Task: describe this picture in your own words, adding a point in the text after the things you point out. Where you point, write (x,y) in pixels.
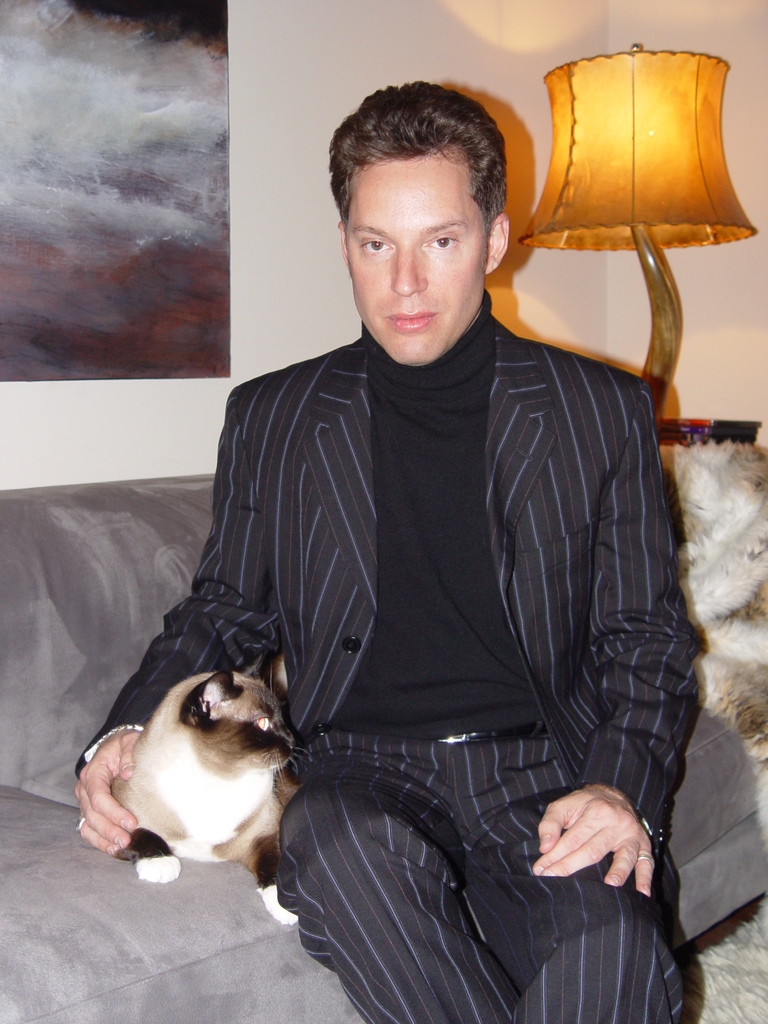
This is a picture of a person (458,465) wearing black and white dress (448,513) sitting on the Sofa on which there is a cat (199,711) and behind the sofa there is a lamp (609,227) and a poster (140,249) to the wall (231,335).
